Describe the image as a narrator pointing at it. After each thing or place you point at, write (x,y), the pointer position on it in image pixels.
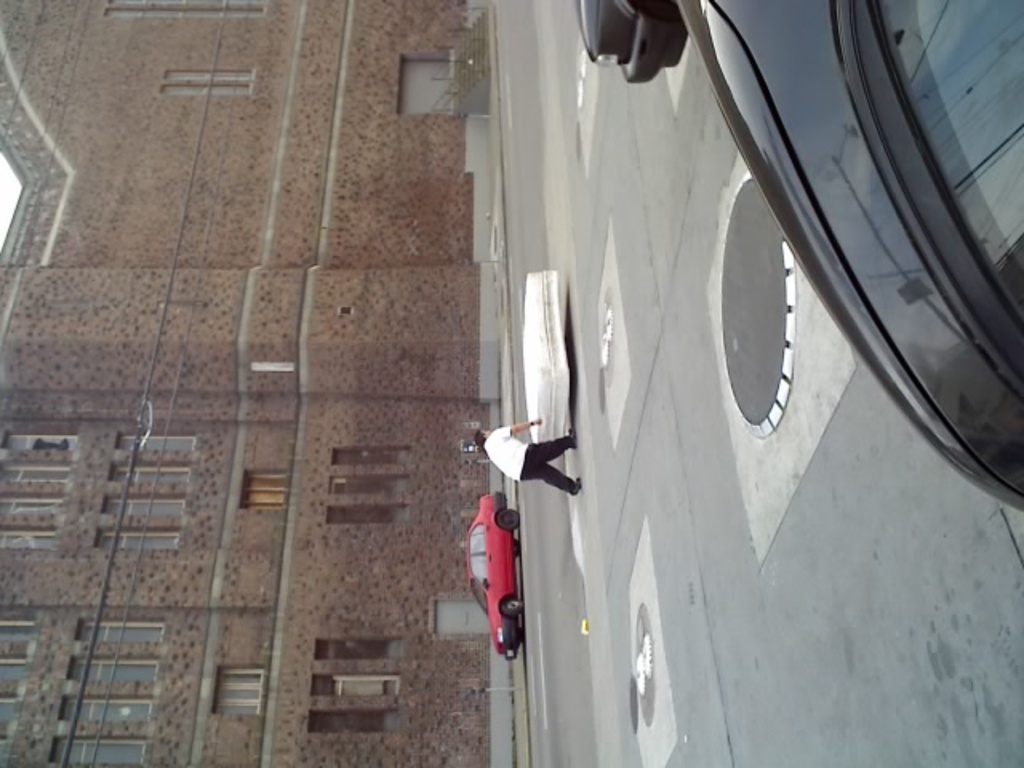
In this image we can see vehicles (854,320), person (524,469) and building (216,143). To that building (216,303) there are windows (171,472). A person (519,429) is standing beside an object (543,361).
